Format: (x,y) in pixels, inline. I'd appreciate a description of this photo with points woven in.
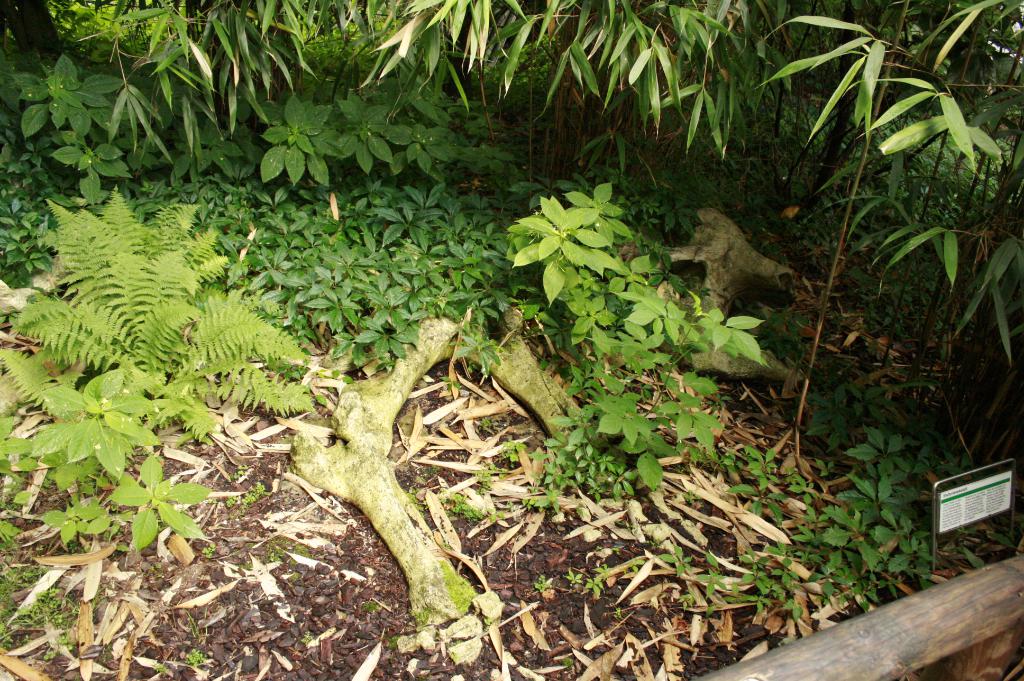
In this image I can see plants (318,196) and trees (868,152). On the ground (669,485) I can see some bone like structures (555,417) and a metal board (956,510) with some text (956,514).
